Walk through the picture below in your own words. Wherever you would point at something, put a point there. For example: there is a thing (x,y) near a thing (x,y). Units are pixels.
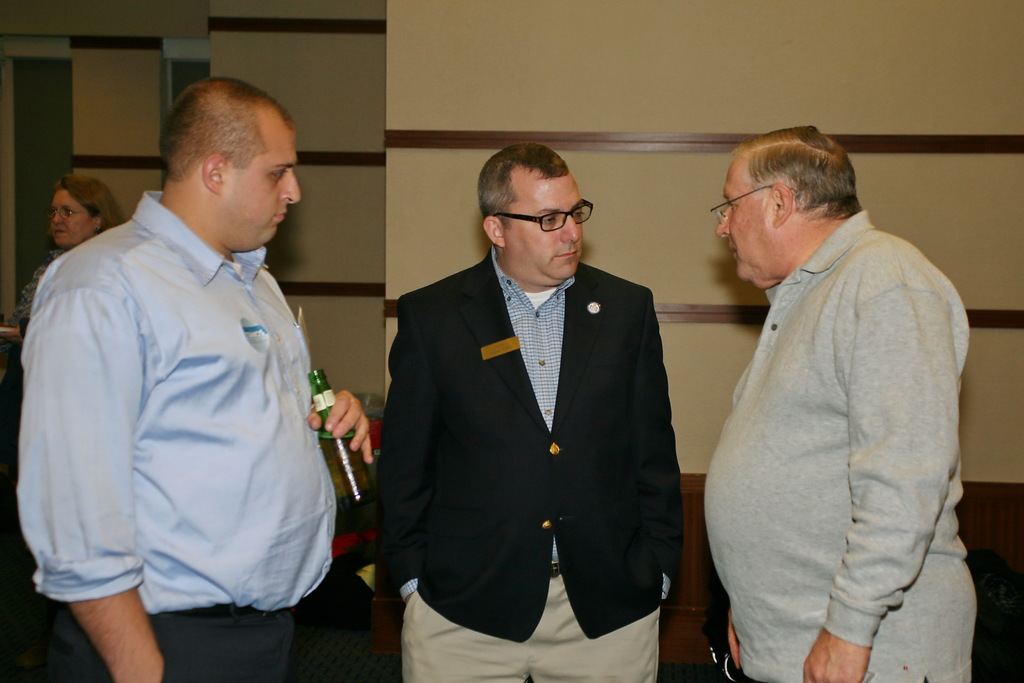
In the center of the image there are three persons (527,188) standing. In the background of the image (440,93) there is a wall (482,107).
